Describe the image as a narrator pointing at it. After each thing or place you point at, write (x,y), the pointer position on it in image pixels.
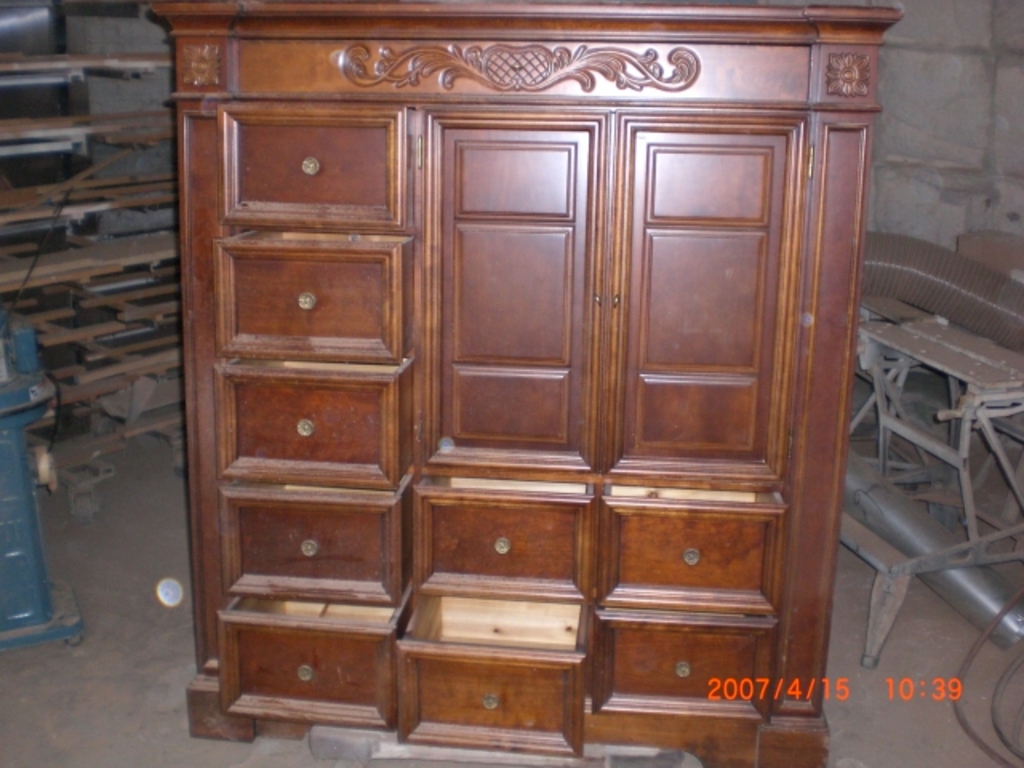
In the center of the image (530,273) there is a wooden cupboard (262,598). In the background of the image (955,51) there is wall (929,143). At the bottom of the image (173,716) there is floor (75,706).
